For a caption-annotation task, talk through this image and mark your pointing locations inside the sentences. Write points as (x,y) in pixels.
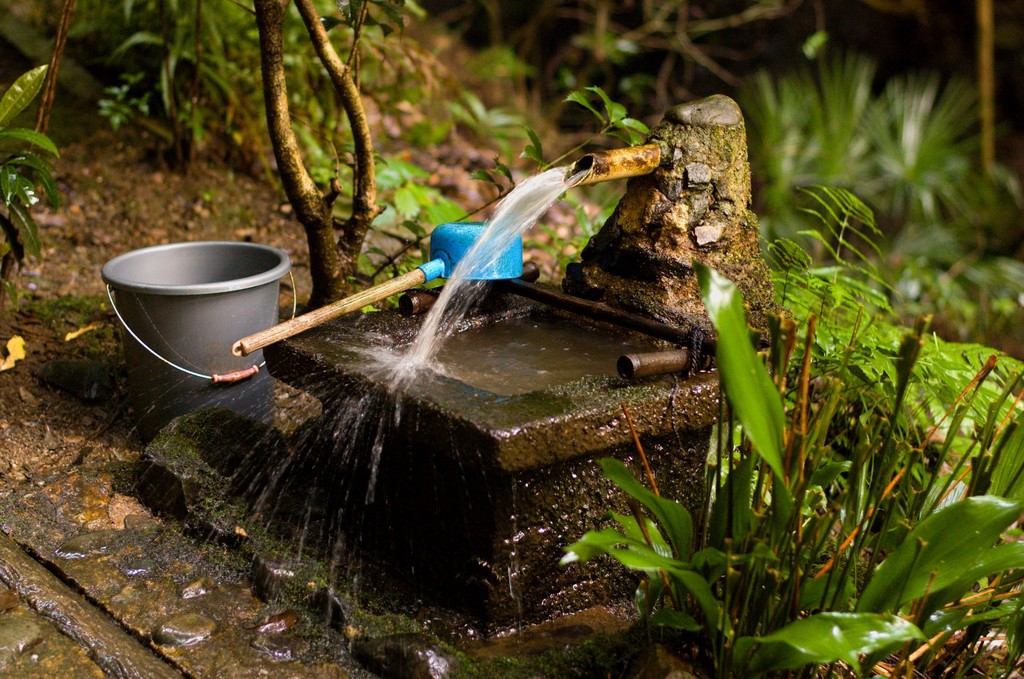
In this image we can see the water flow (405,371) from a pipe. We can also see a bucket (194,348) on the ground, an object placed beside a stone (684,471) and some plants (721,289).
